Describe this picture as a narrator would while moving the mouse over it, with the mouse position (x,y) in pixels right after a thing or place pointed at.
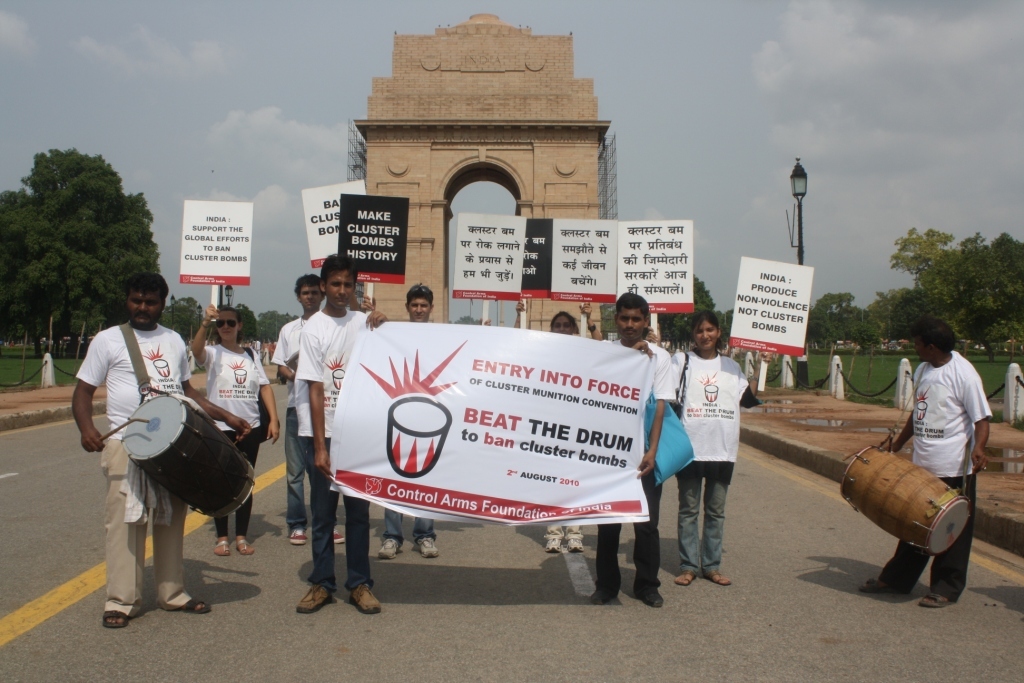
In this image there are group of people (728,385) who are protesting against the cluster bombs. The people (310,312) are holding the placards (499,249) and protesting. To the right side (924,399) there is a man (922,421) who is beating the drums (886,525). At the background (495,80) there is an Indian gate (444,159) in the middle, and to the right side (917,242) there are trees (973,311).
